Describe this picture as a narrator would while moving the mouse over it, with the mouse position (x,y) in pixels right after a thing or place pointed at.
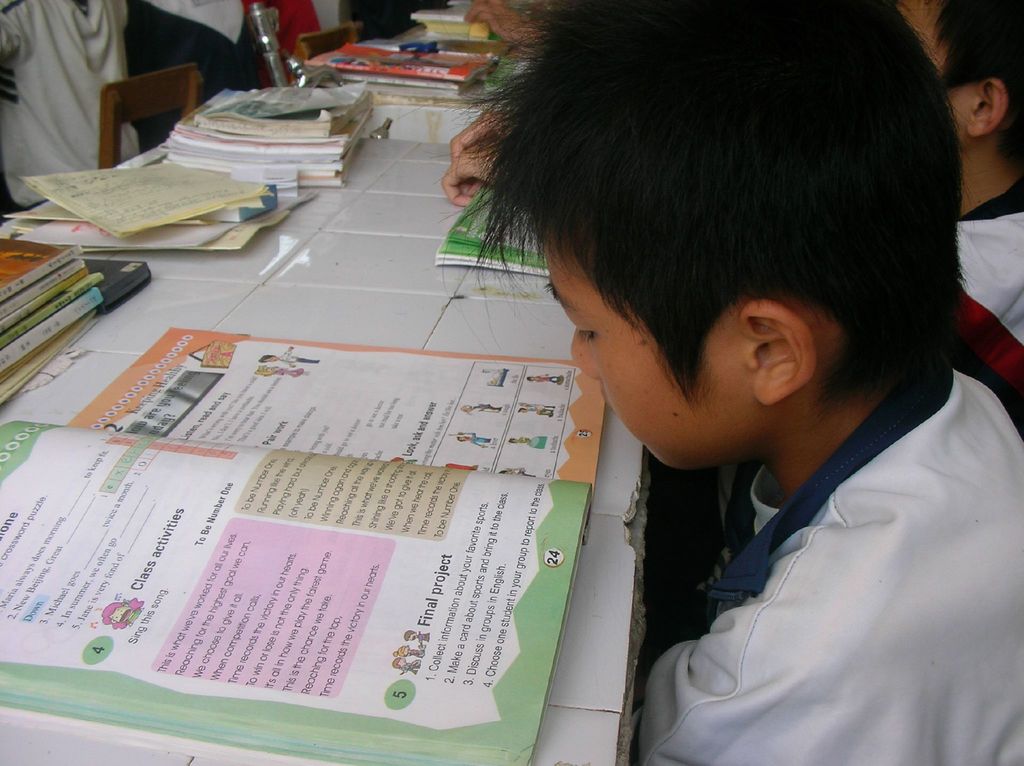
In the picture I can see kids (781,422) sitting on chairs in front of tables (372,328). On tables (236,257) I can see books (328,429) and some other objects (308,68). On the left side of the image (139,98) I can see empty chairs (126,103) and some other objects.
